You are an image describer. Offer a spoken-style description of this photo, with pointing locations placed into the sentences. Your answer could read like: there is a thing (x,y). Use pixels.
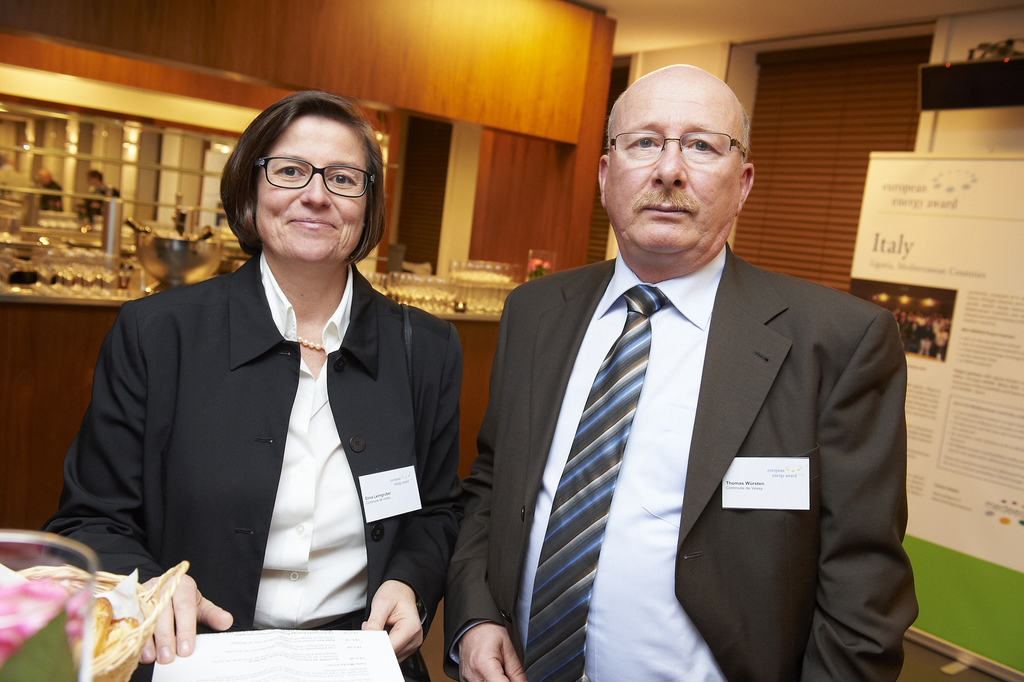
In this image there is a man (582,281) with glasses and a woman (316,405) holding a paper (319,644) and wearing glasses (278,181) and smiling. In the background (64,269) we can see many glasses (89,265) and also steel container (174,245) on the wooden surface (9,359). On the right (929,240) there is a poster (970,208) to the wall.
